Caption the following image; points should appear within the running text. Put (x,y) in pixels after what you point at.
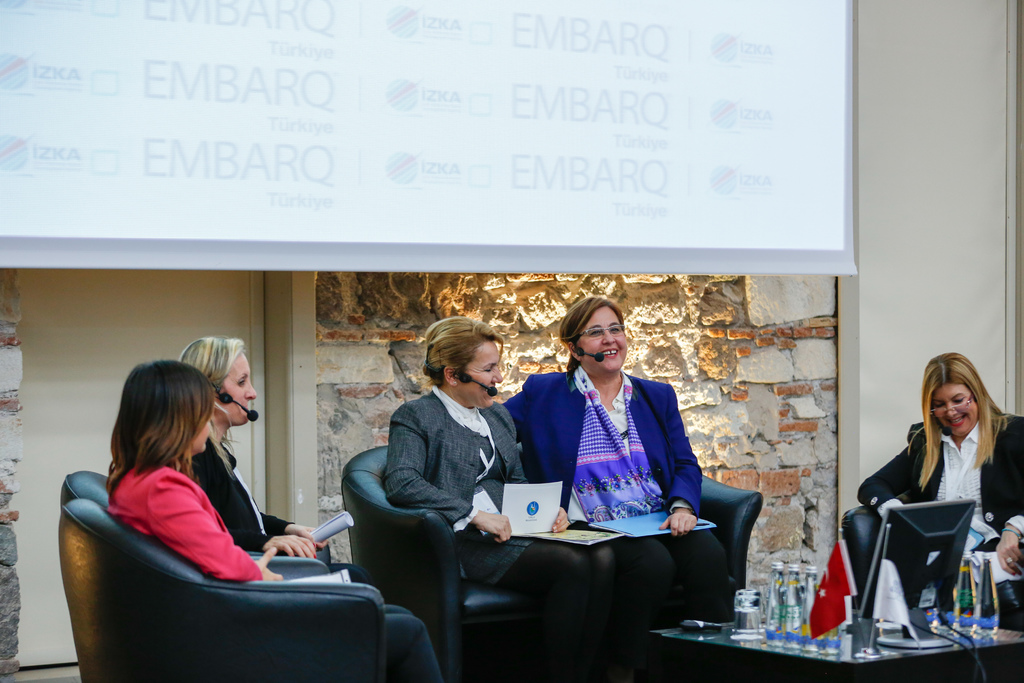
At the top of the image (537,140) we can see a display screen (648,116) to the wall (83,301). At the bottom of the image (656,614) we can see women (594,550) sitting on the couches (318,560) and a table (876,633) is placed in front of them. On the table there are disposable bottles (775,571), flags (837,563), television screen (920,538) and glass tumblers (740,616).
